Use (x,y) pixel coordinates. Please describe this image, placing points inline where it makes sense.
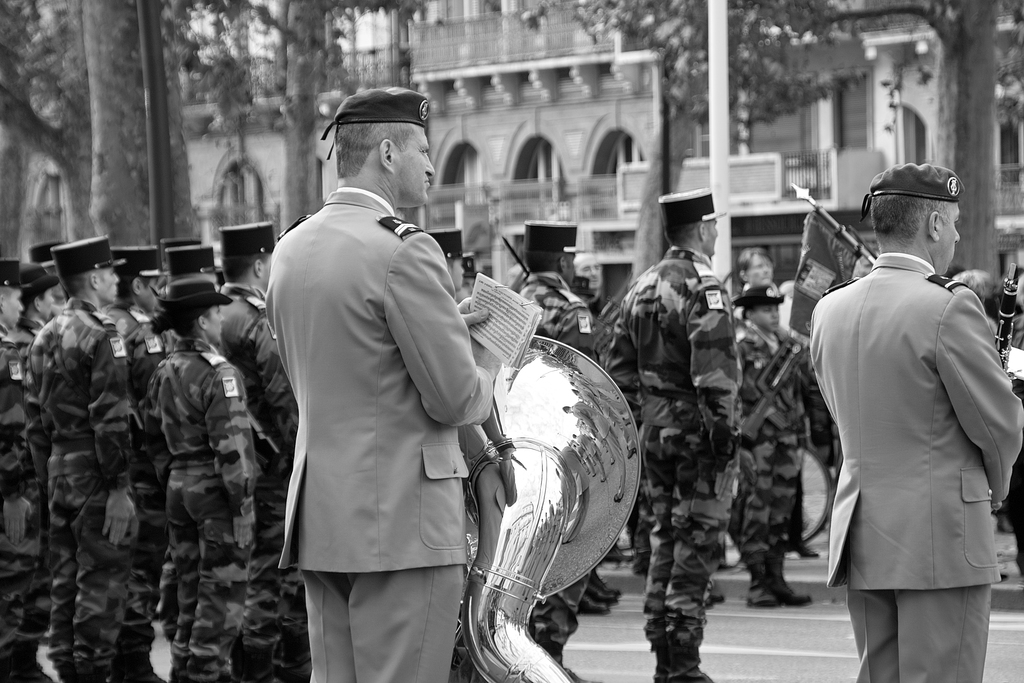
In this picture we can see a person (394,459) holding few papers (504,350) in his hand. We can see a musical instrument (586,365). There are few people (91,610) standing on the path (818,557). We can see few poles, trees (958,135) and a building (916,88) in the background (678,74).
